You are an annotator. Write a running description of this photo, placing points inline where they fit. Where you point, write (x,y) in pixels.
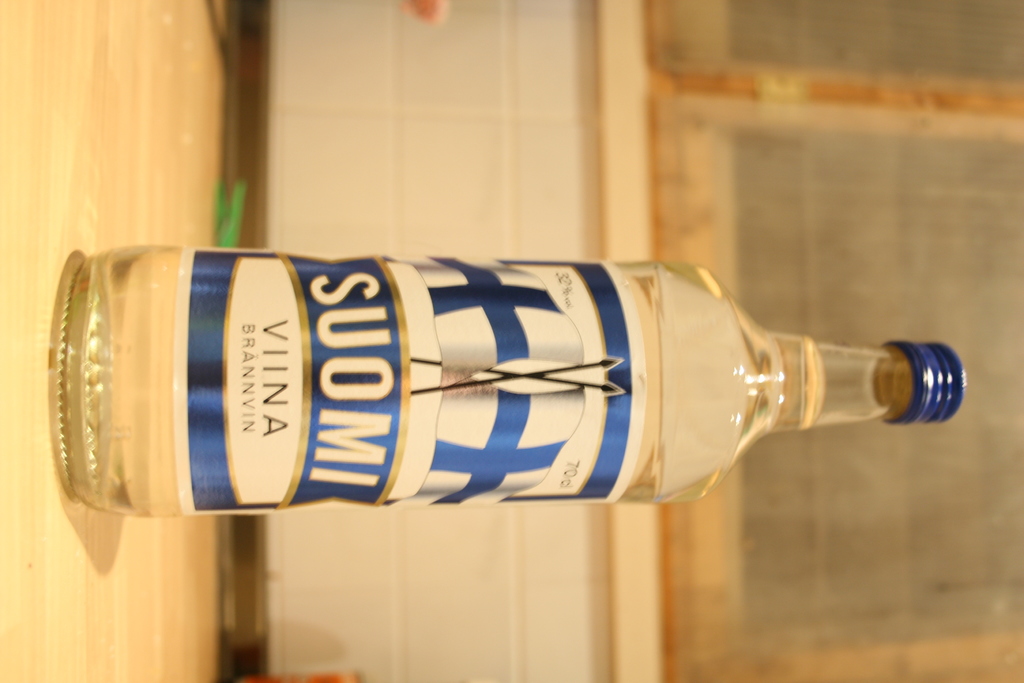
This picture is mainly highlighted with a bottle (191,365) on the table (129,140). These are windows (884,635) with mesh (861,507).
